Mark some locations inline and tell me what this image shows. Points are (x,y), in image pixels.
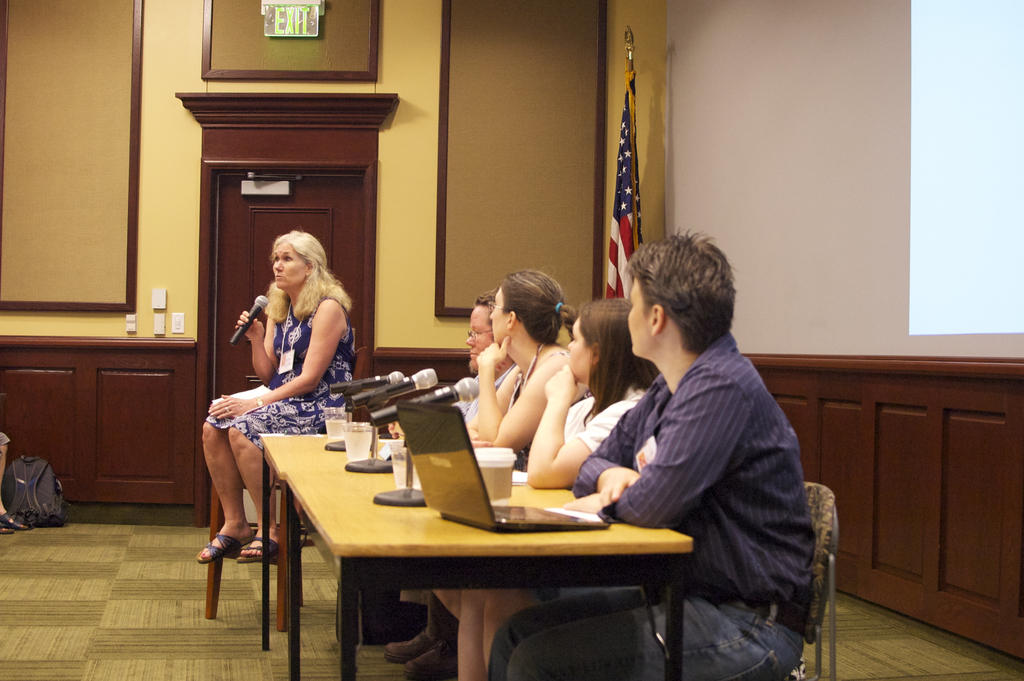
In this image we can see a five people (272,407) who are sitting on a chair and there is a woman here is speaking on a microphone (248,316). This is a wooden table (360,514) where a microphones (377,421), glasses (369,453) and a laptop (455,516) are kept on it. Here we can see a bag (56,517) which is on the left side (61,505) and there is a flag (627,103) on the right side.
